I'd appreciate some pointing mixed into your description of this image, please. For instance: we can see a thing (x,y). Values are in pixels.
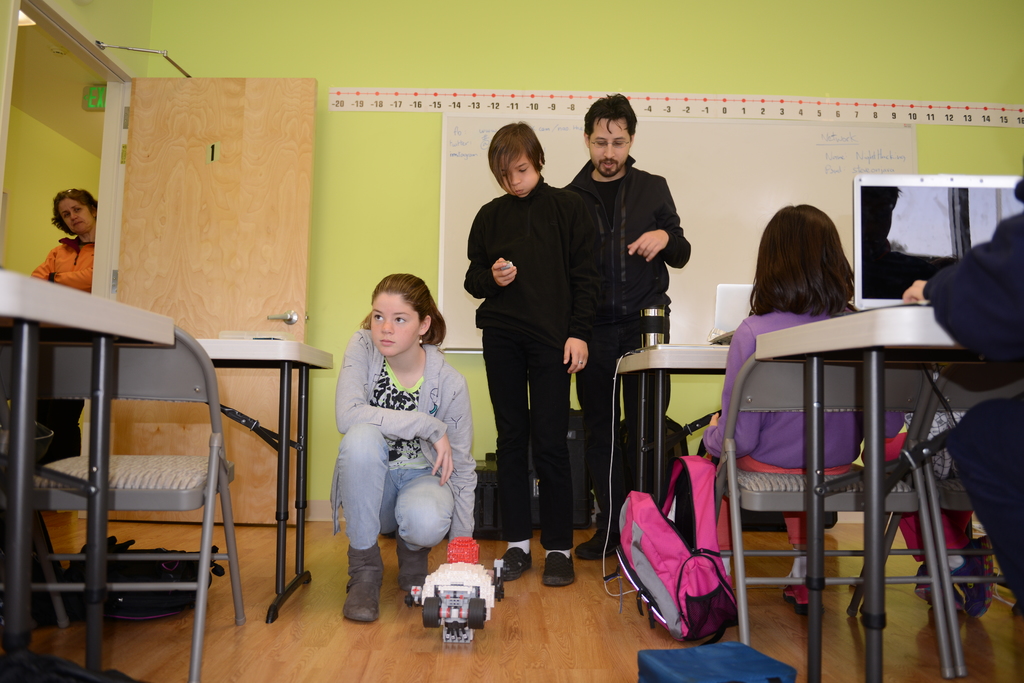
In the center (479,317) they were three people (573,343), one of the lady (370,417) is sitting and the two (526,249) were standing and the right side (981,305) they were few people (843,296) were sitting on the chair (787,374). And beside them there is a backpack (694,546), one toy (460,600) and wall (379,202). And in the left side (74,241) the lady (78,251) staring on them.
